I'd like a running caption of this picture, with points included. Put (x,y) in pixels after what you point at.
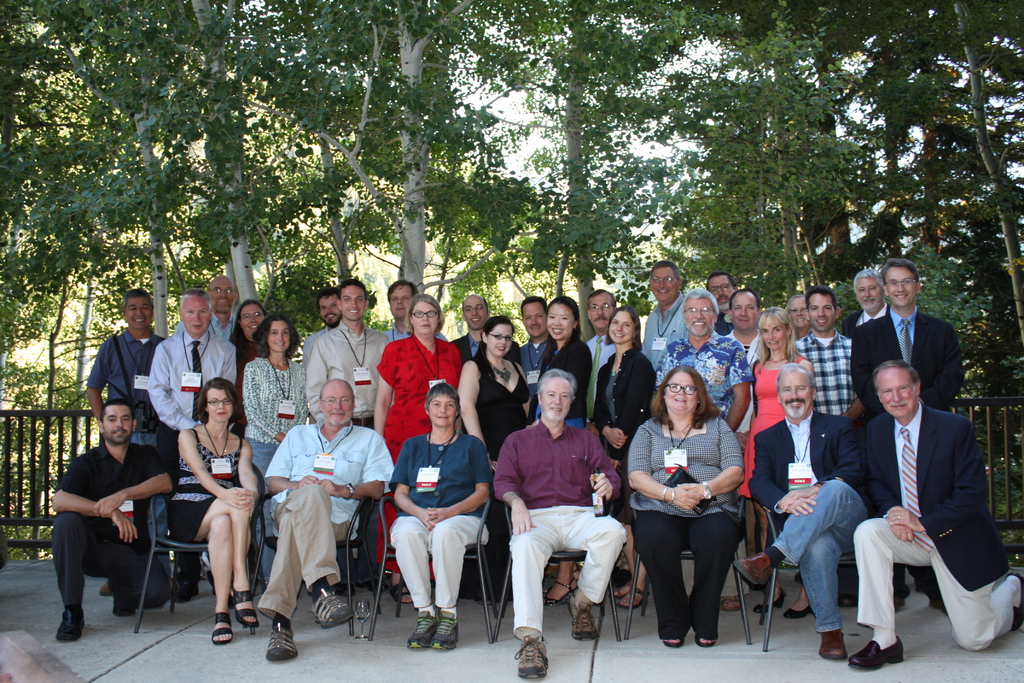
In this picture we can see group of people (653,520), few are sitting on the chairs (481,578) and few are standing, behind them we can see fence (47,475) and trees (444,169).
